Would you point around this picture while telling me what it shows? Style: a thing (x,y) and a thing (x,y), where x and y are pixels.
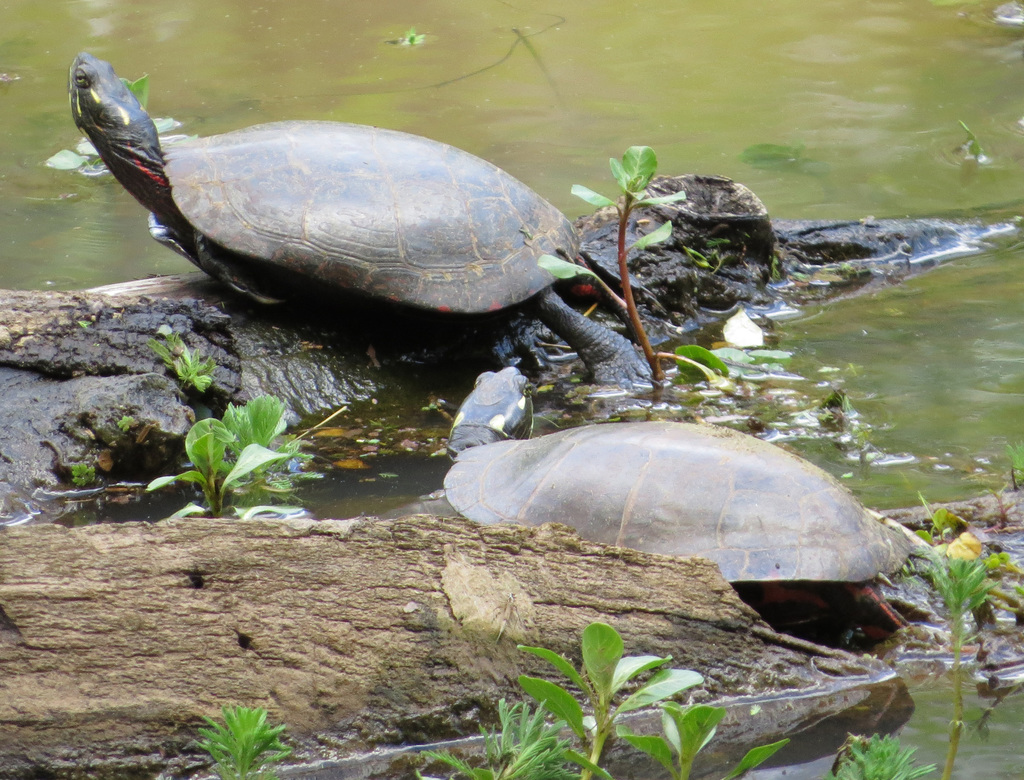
In this picture we can see two turtles (327,207) on wooden logs (327,403), plants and the water (623,101).
